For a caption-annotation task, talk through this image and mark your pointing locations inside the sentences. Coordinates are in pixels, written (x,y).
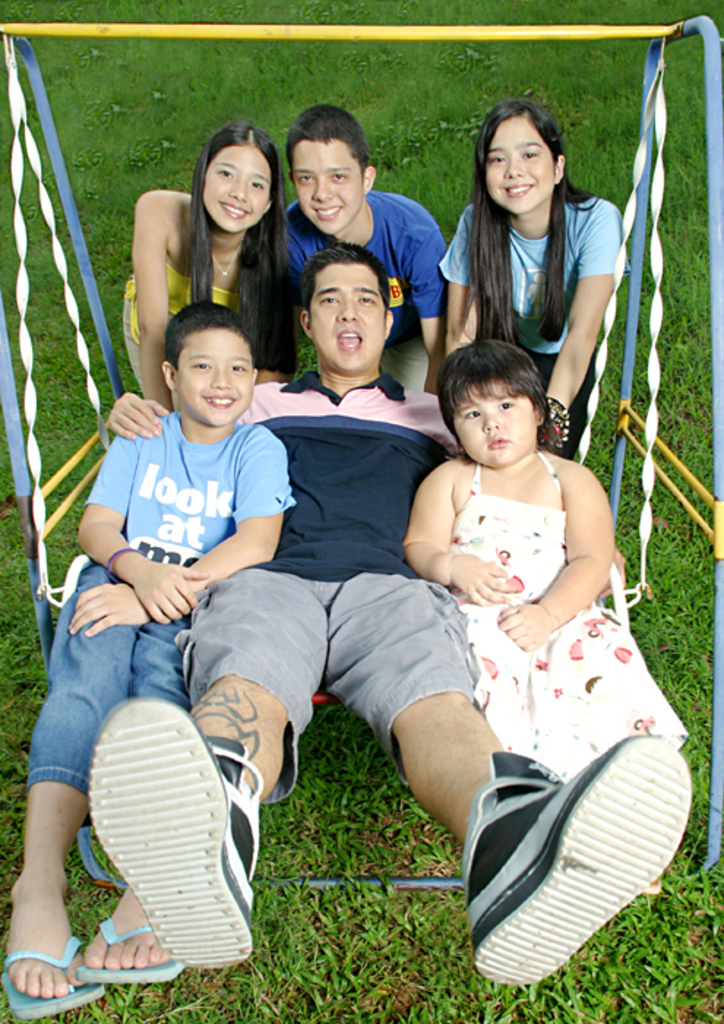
In this image there are three people (672,814) sitting on the swing (50,194). Behind them there are three other people (297,137) standing. Around the swing (607,318) there are metal rods (26,495). At the bottom of the image (460,996) there is grass (326,989) on the surface (50,448).
